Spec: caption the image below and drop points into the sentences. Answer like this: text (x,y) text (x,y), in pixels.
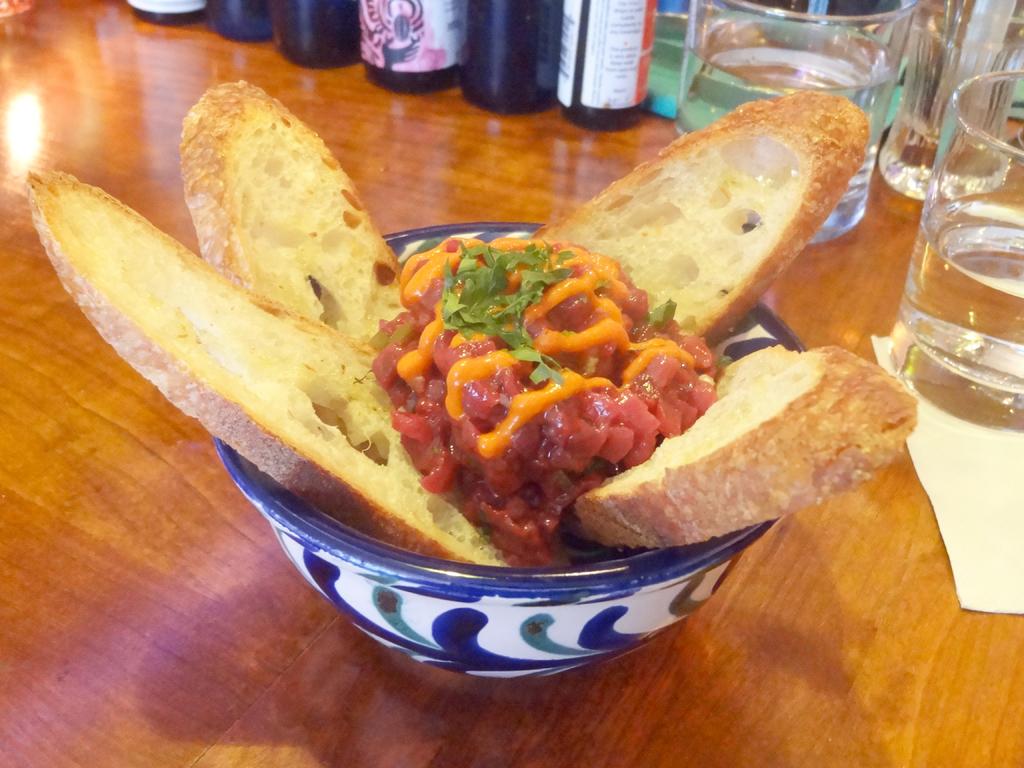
In this image we can see food items (504,293) in the bowl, there are glasses (912,111), bottles (639,55), a paper napkin (1019,570), which are on the wooden surface (781,581).
